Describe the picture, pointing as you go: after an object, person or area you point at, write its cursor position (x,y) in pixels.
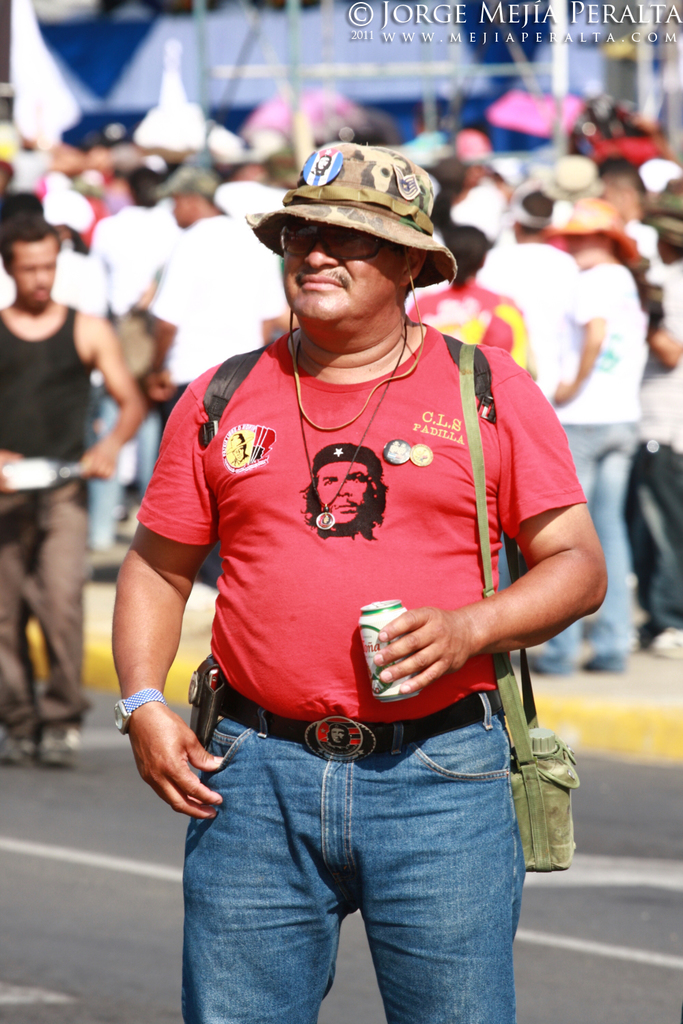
In the picture we can see a person (347,641) wearing red color T-shirt (353,698), blue color jeans (448,871), carrying backpack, also wearing hat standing on road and in the background of the picture (478,253) there are some persons (257,345) standing.
